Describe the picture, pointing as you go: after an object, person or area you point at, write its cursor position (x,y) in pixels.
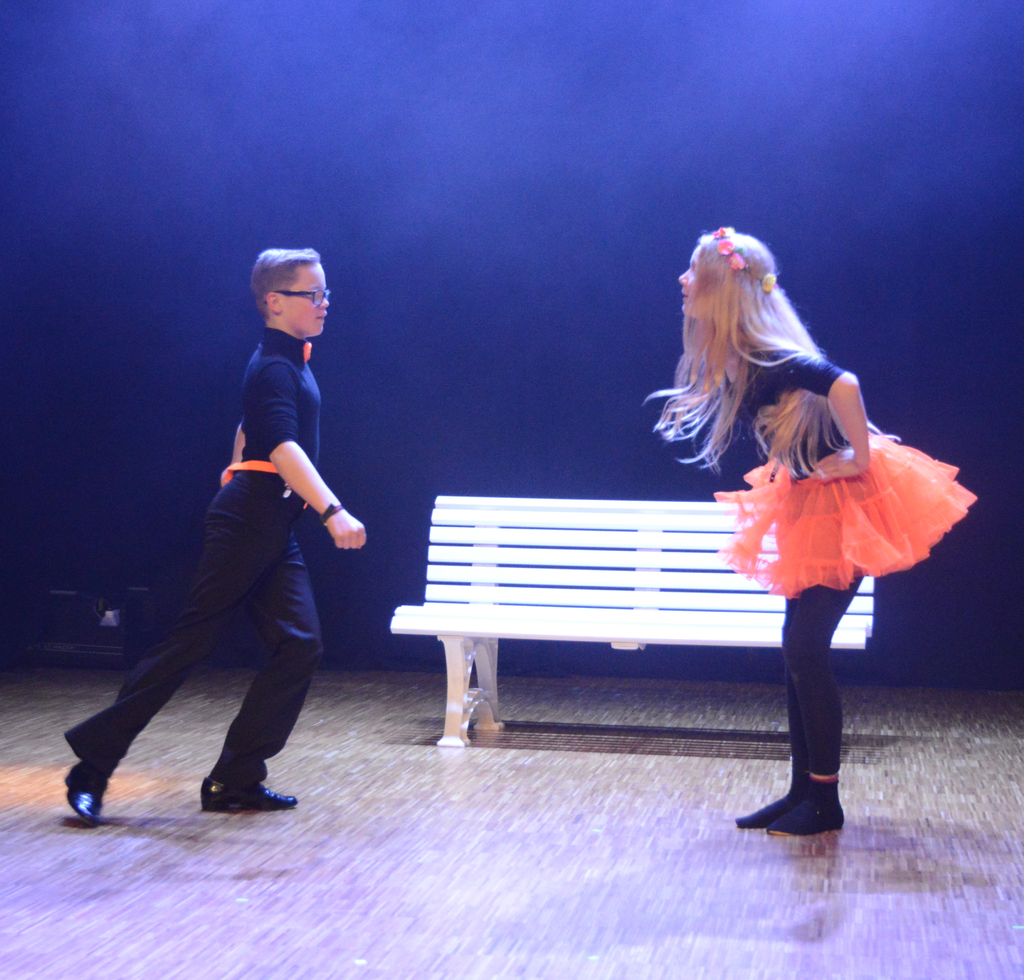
In this picture there is a girl (795,612) on the right side of the image (797,499) and there is a boy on the left side of the image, there is a white color bench (555,613) in the center of the image (552,633).
